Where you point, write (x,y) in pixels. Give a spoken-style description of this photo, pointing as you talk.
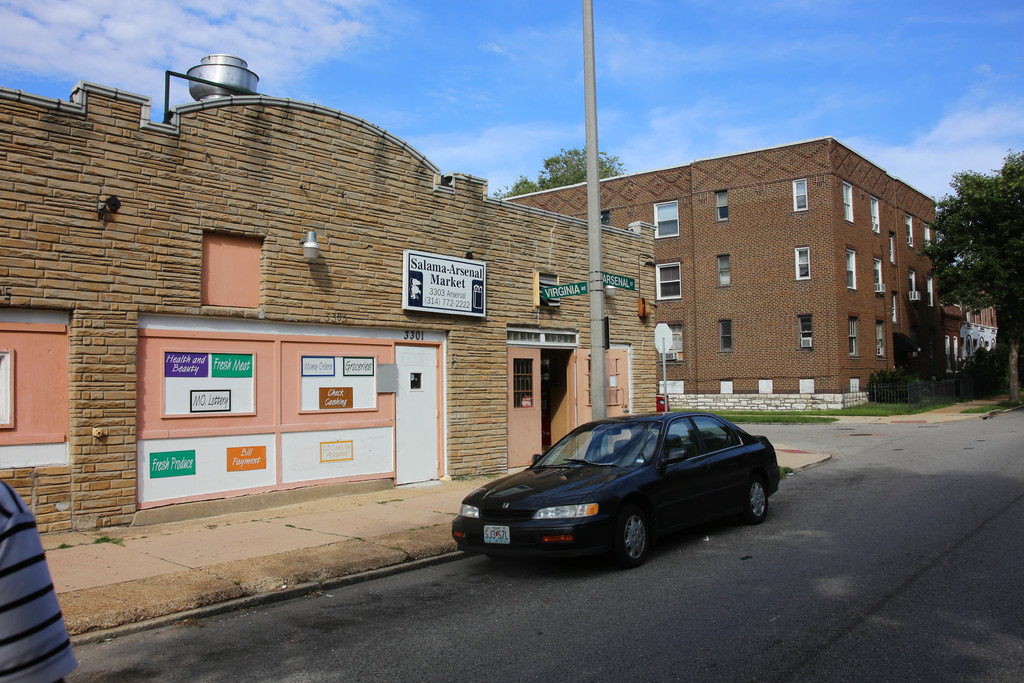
In this image I can see few buildings (505,248), windows (871,204), number of boards (167,353), few trees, clouds (320,32), the sky (665,89), grass (729,412) and a black colour car (637,493) over here. On these boards (166,458) I can see something is written and I can also see few doors (511,371).
